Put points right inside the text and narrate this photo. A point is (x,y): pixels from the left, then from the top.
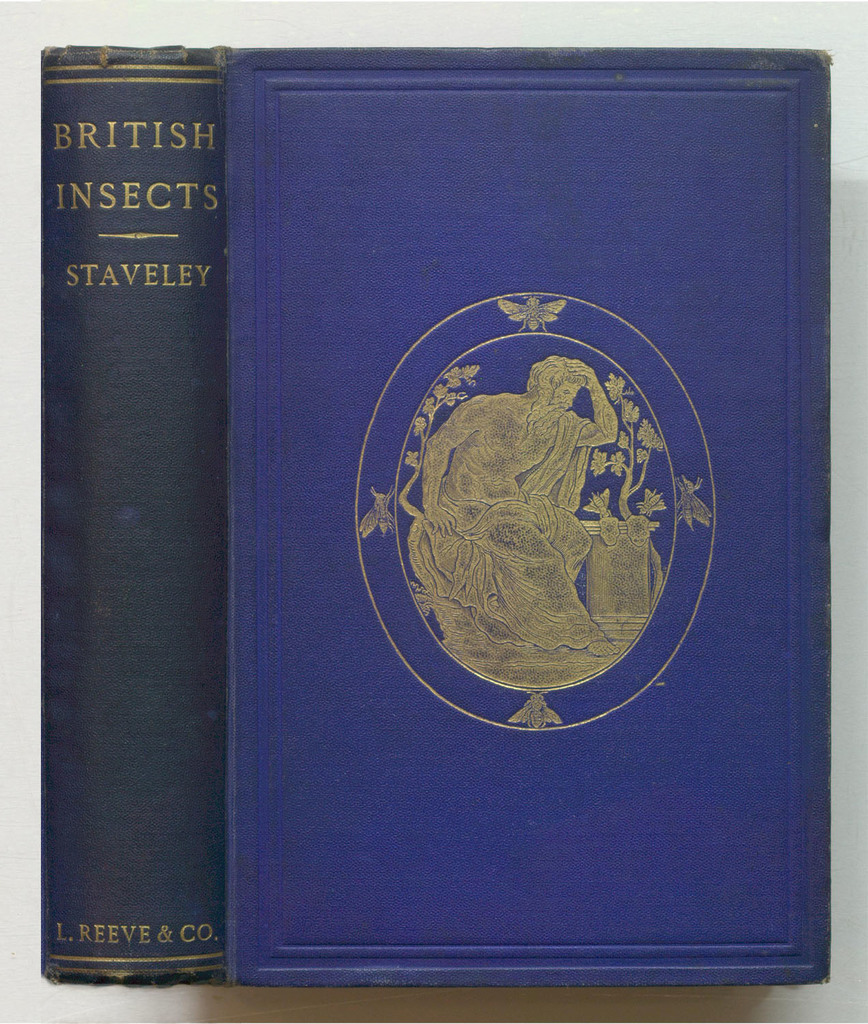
In this image we can see, this look like a book (753,279) and it is of blue color.
